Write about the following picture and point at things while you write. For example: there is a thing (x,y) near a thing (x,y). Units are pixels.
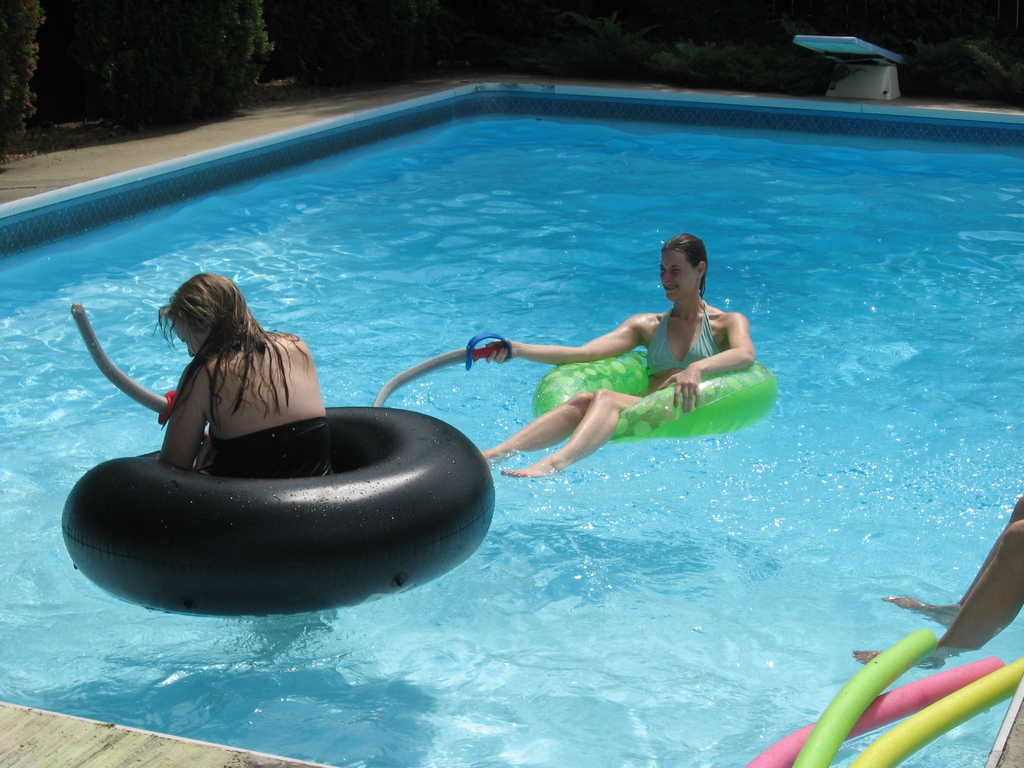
In this image I can see two women (241,413) wearing black and blue colored dress (659,370) are laying on the air tubes (307,495) which are green and black in color on the water (694,497). I can see few pipes (860,718) which are green, yellow and pink in color. In the background (221,113) I can see few trees (242,48), the ground (188,127) and a jumping board (824,39).
